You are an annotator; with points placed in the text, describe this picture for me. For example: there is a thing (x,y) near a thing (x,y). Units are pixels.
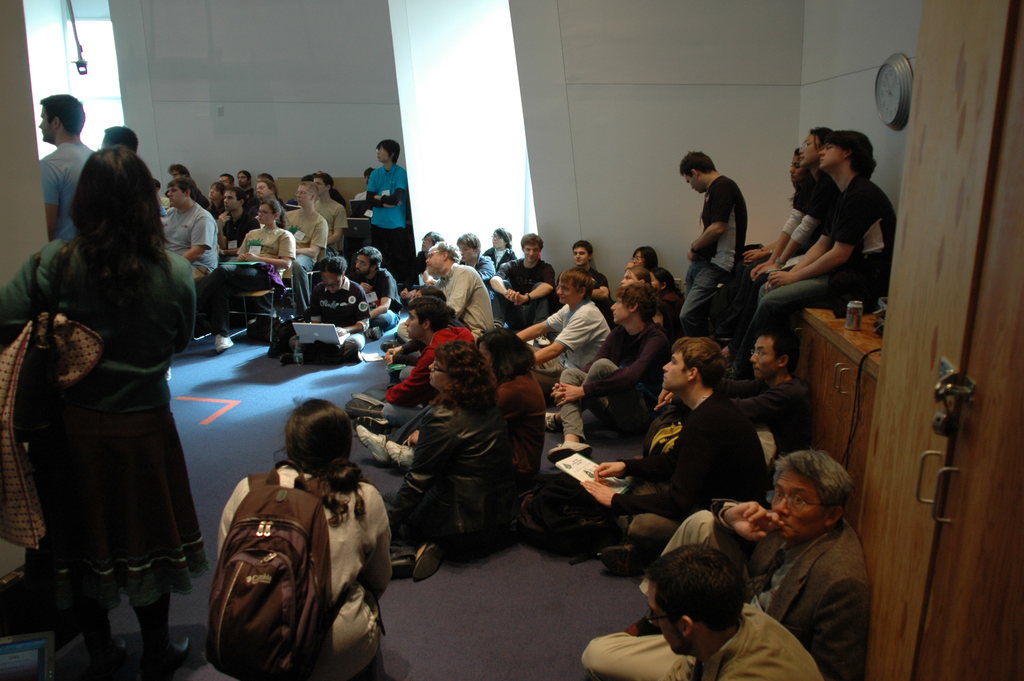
In this picture we can see so many people (302,407) are sitting on the floor (269,430) and operating laptop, a few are sitting on the tables (831,412).
